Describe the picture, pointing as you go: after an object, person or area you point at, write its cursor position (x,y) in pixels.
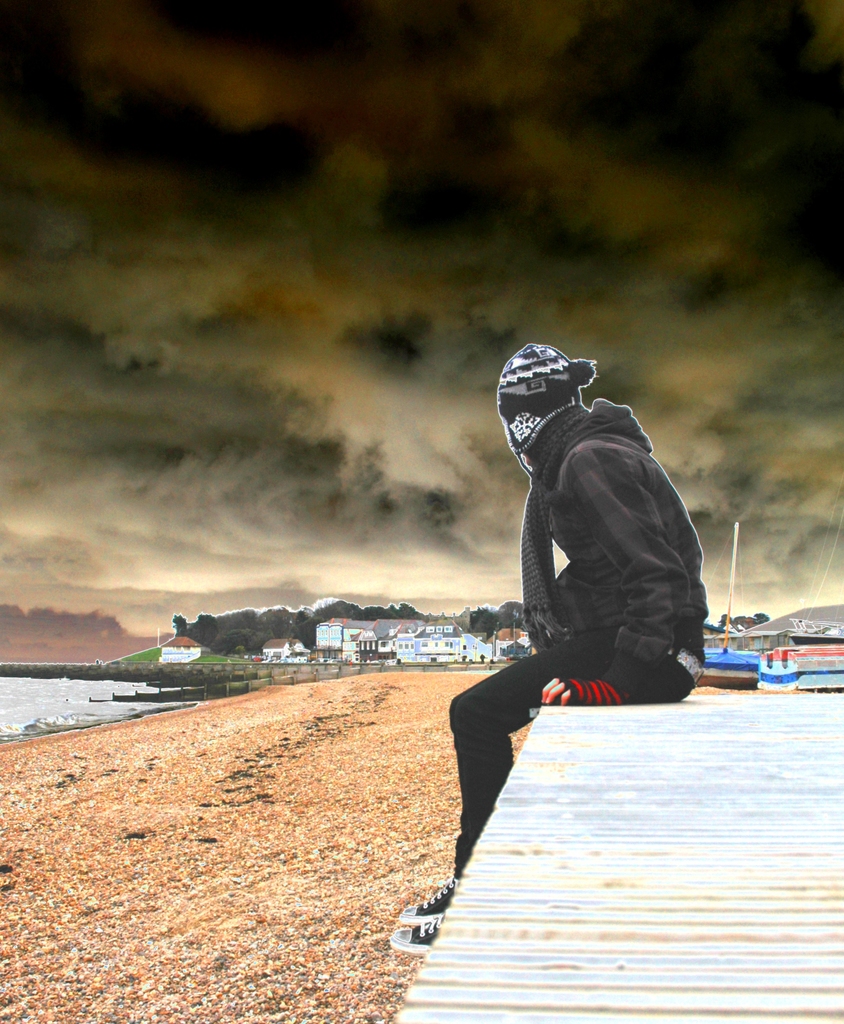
In this picture we can see a person (515,668) sitting on the right side (572,645), on the left side (42,705) we can see water (84,691), in the background (462,617) there are some buildings (485,635), we can see the sky (306,261) at the top of the picture (380,200).
